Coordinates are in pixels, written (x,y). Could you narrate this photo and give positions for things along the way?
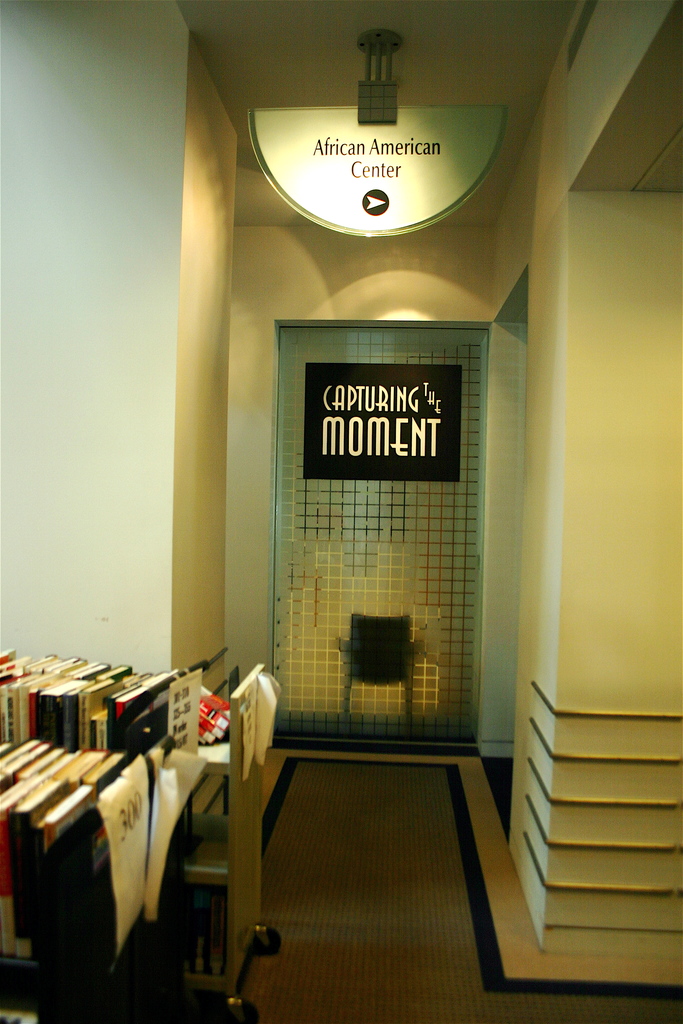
As we can see in the image there is a wall (136,199), banner (364,423), chair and carts (1,975). On carts (226,747) there are books (81,725).
